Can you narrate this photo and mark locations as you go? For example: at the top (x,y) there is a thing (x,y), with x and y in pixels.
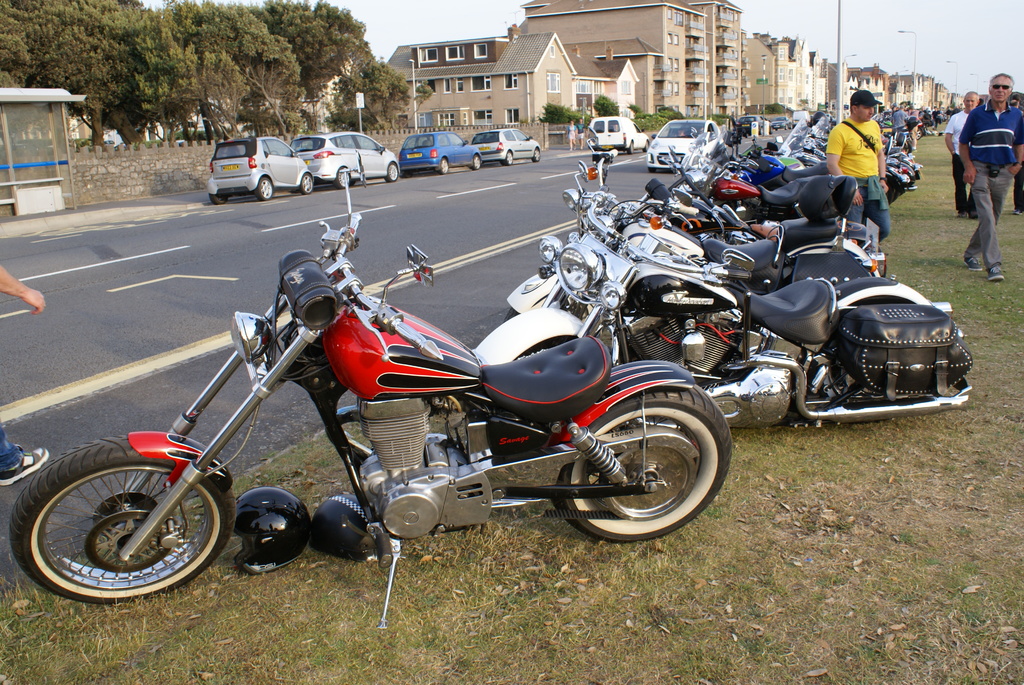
In this image I can see bikes (705,201) and cars (467,160) on the road (556,206). Here I can see the grass (940,142) and people (976,186) are standing. In the background (396,103) I can see buildings (760,54), trees (396,120), poles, street lights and the sky (362,2).
